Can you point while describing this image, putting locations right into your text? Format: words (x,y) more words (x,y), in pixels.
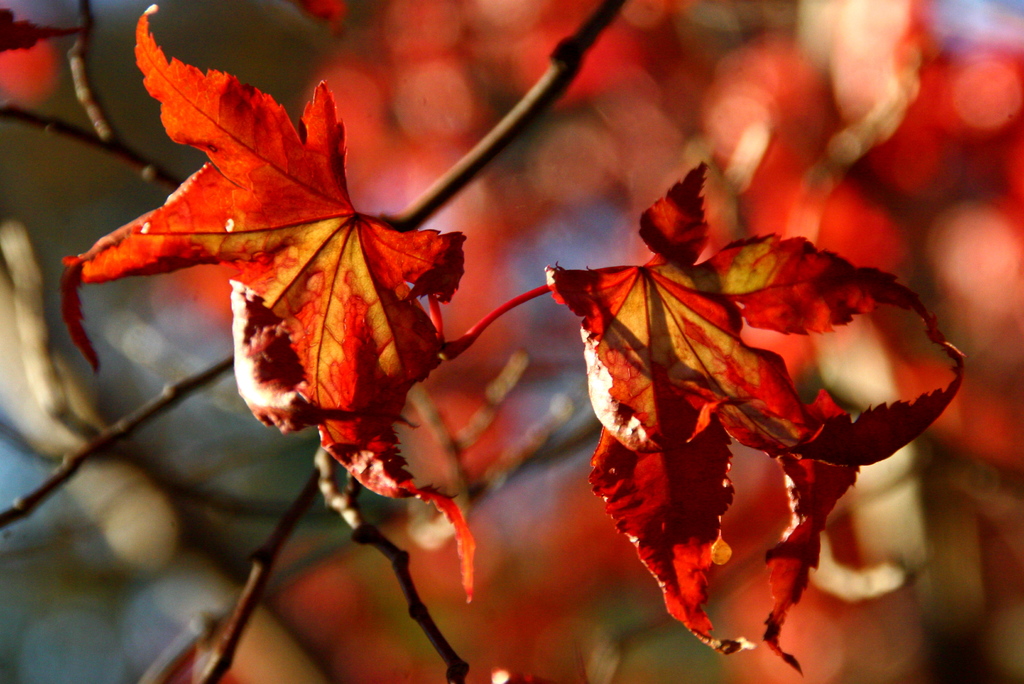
In this picture I can observe red color leaves (391,345) to the tree (347,311). The background (432,129) is completely blurred.
